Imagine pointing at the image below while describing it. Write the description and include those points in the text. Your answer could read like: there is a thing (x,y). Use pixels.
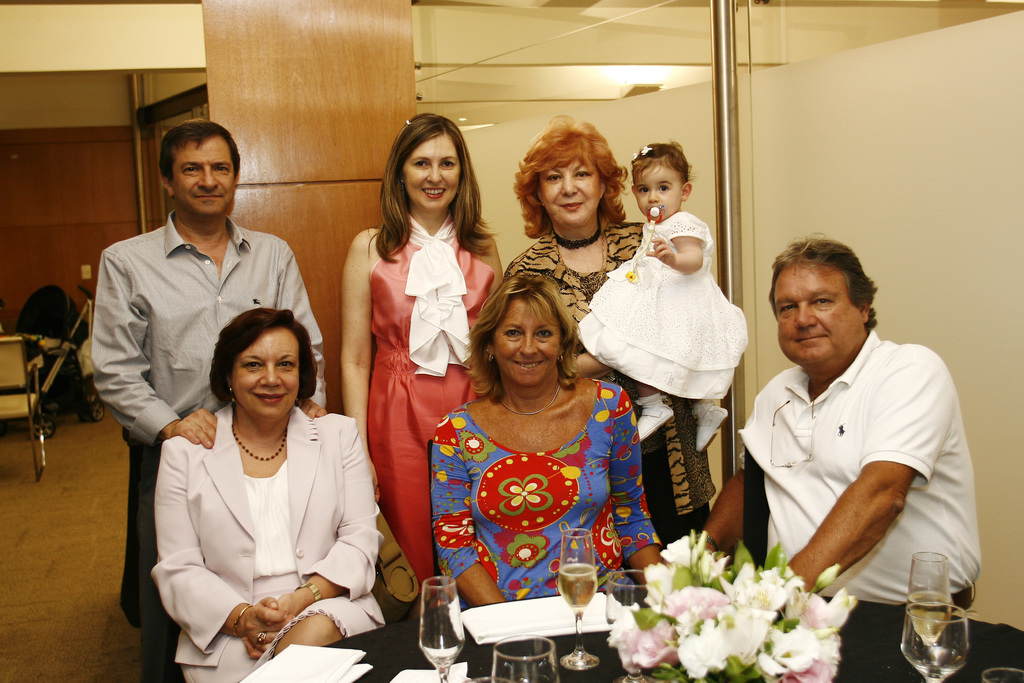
In this image I can see few people (857,273) where few of them are sitting and rest all are standing. I can also see smile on few faces (283,386). On this table (591,643) I can see flower (799,672) and number of glasses (547,644).
